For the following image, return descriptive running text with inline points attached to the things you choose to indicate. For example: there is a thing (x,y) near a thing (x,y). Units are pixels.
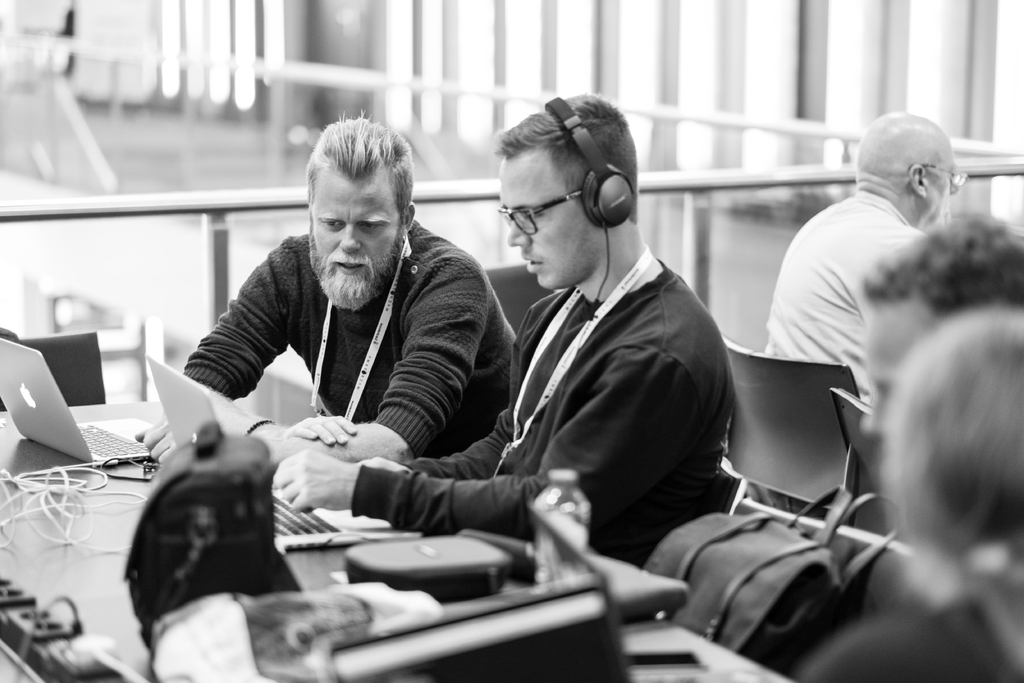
In this image I can see number of people (964,378) are sitting. On this table (92,536) I can see few laptops (278,521) and water bottle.
